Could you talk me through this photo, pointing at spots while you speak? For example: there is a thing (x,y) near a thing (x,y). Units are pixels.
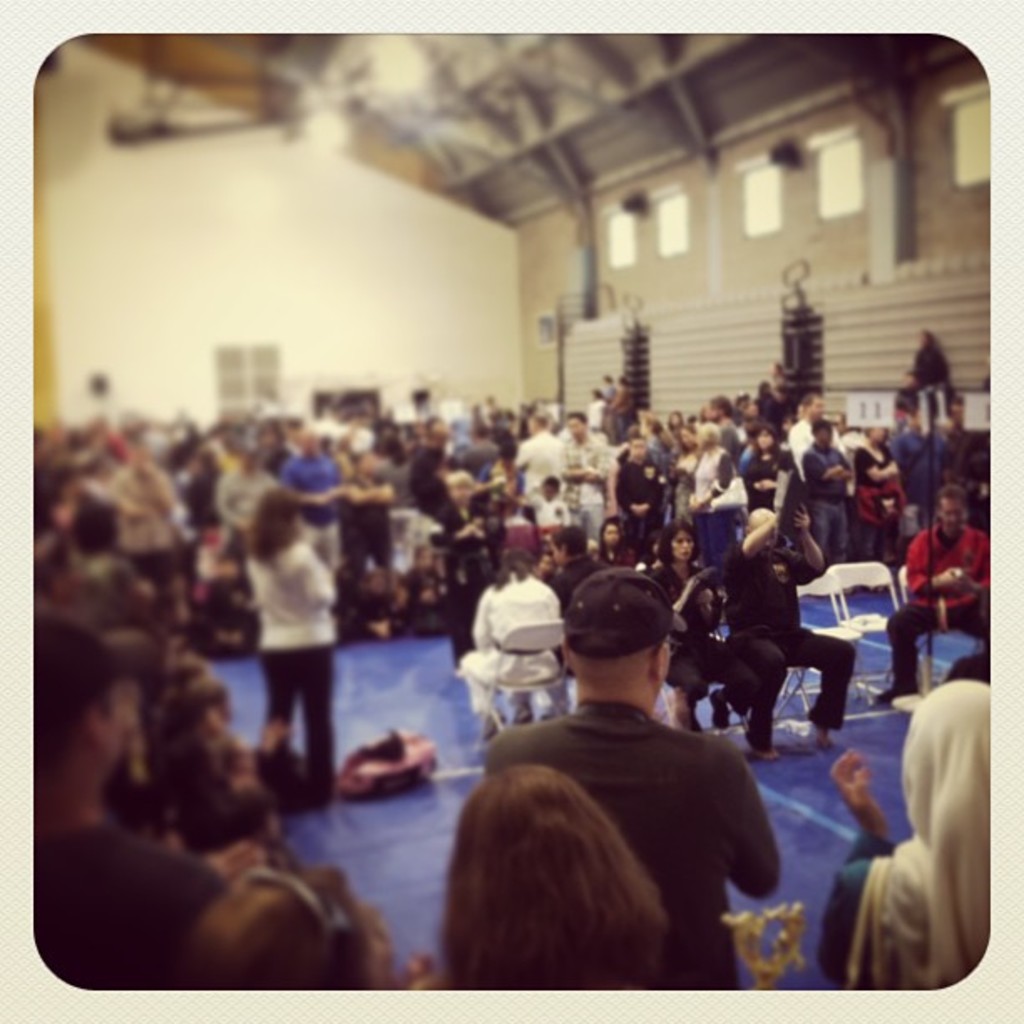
In this picture we can see a few people (140,834) from left to right. There are a few people (686,630) sitting on the chair (746,715). We can see a bag (401,753) on the floor (399,703). There are a few lights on top (401,63).
